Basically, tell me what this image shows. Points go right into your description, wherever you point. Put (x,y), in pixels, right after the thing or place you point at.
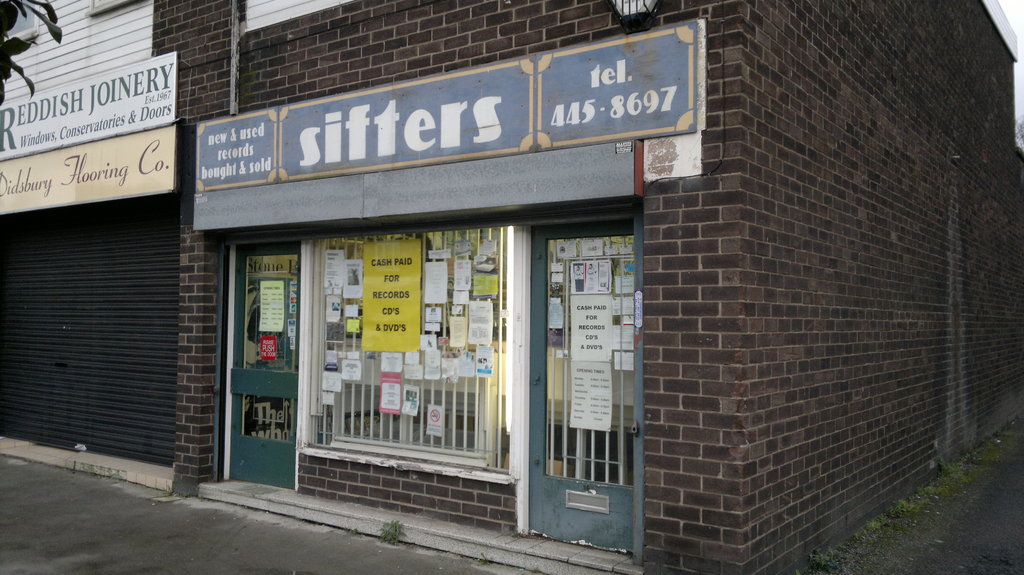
In this image we can see a building (379,224), there are some boards (236,125) with some text (223,139) on it, there are some posters (332,355), and papers (437,313) with some text (437,313) on it, are on the windows (498,337) and a door (279,354), there is a light (645,16), leaves (50,27), and a shutter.
